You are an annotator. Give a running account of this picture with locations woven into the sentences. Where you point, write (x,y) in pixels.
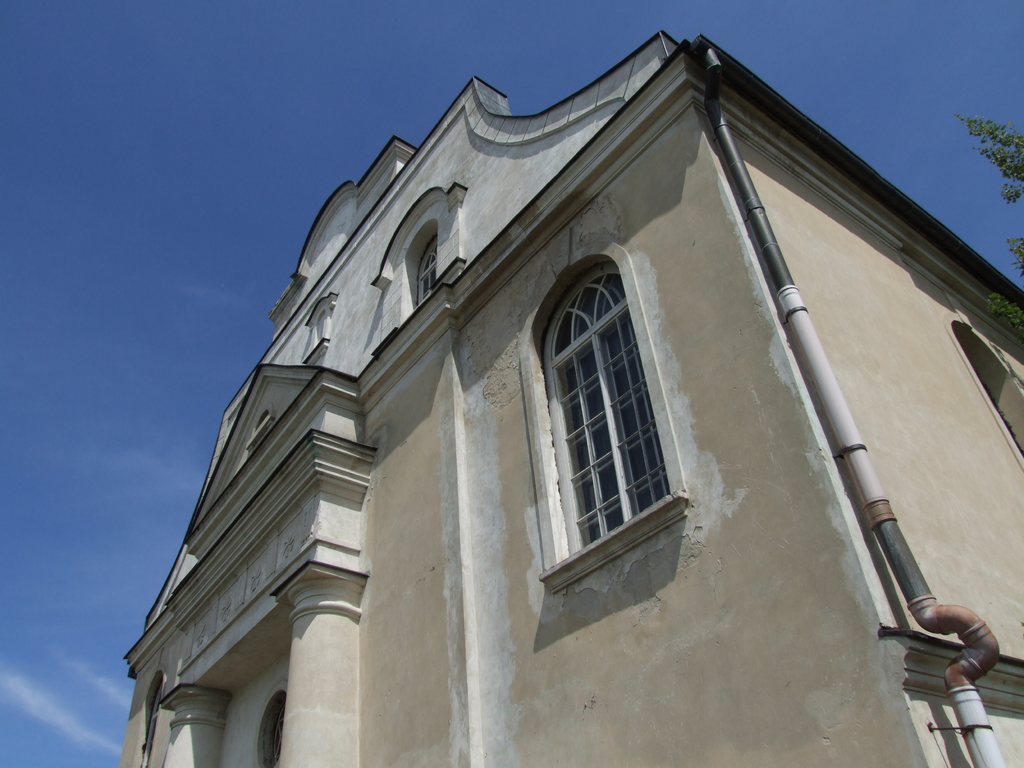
In this image there is a building (479,518) with the window (610,415). At the top (493,24) there is the sky (520,28). On the right side (1007,160) there is a tree (1008,180). There is a pipe (834,414) attached to the building (765,394).
